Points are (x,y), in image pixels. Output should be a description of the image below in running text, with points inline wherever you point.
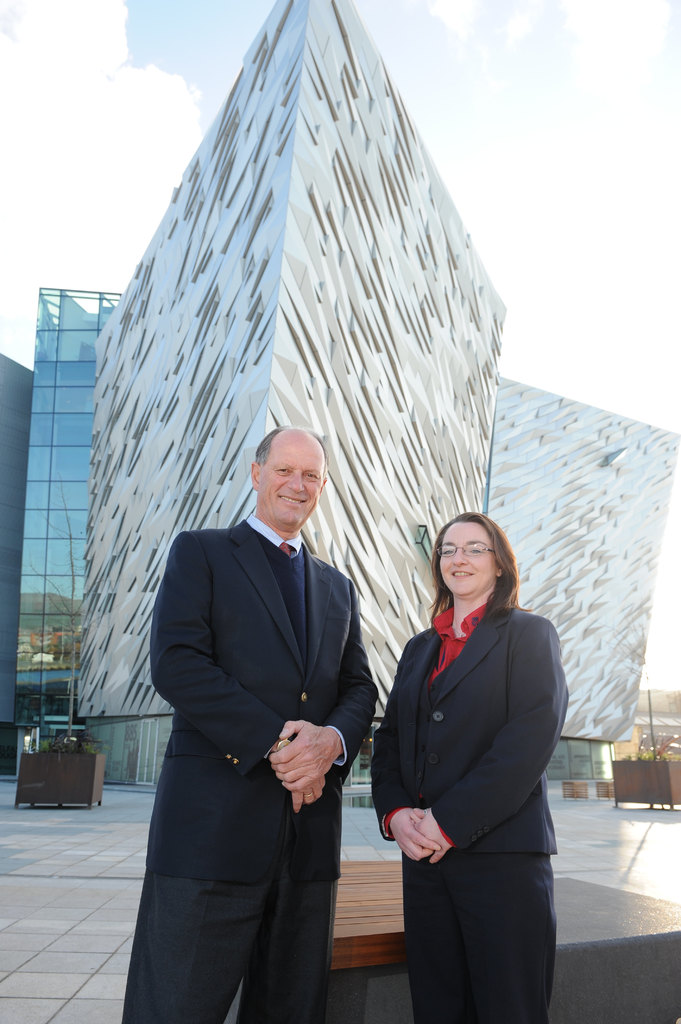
In this image I can see two people (342,799) standing a man (349,716) and a woman (460,741). I can see buildings (350,292) and some wooden objects (338,882) behind them. At the top of the image (471,67) I can see the sky (177,25).
